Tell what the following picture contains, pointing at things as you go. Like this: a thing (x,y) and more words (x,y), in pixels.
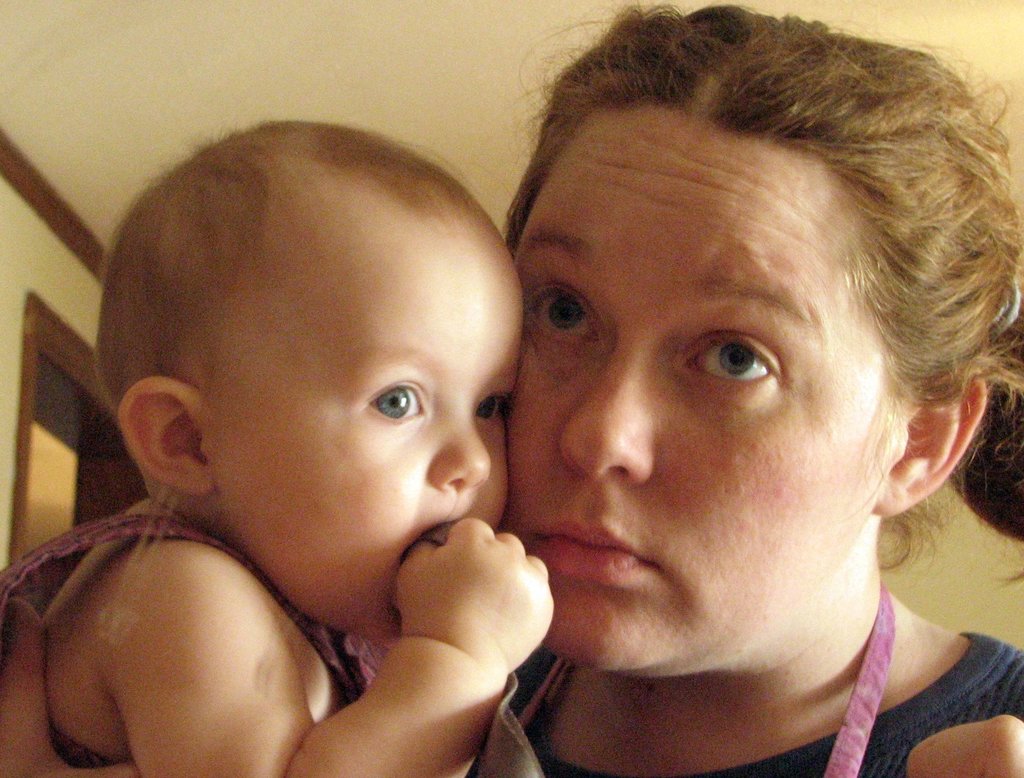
In this image we can see a woman (815,455) holding a baby (346,509) in her hand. In the background (42,400) we can see a door (45,387).
